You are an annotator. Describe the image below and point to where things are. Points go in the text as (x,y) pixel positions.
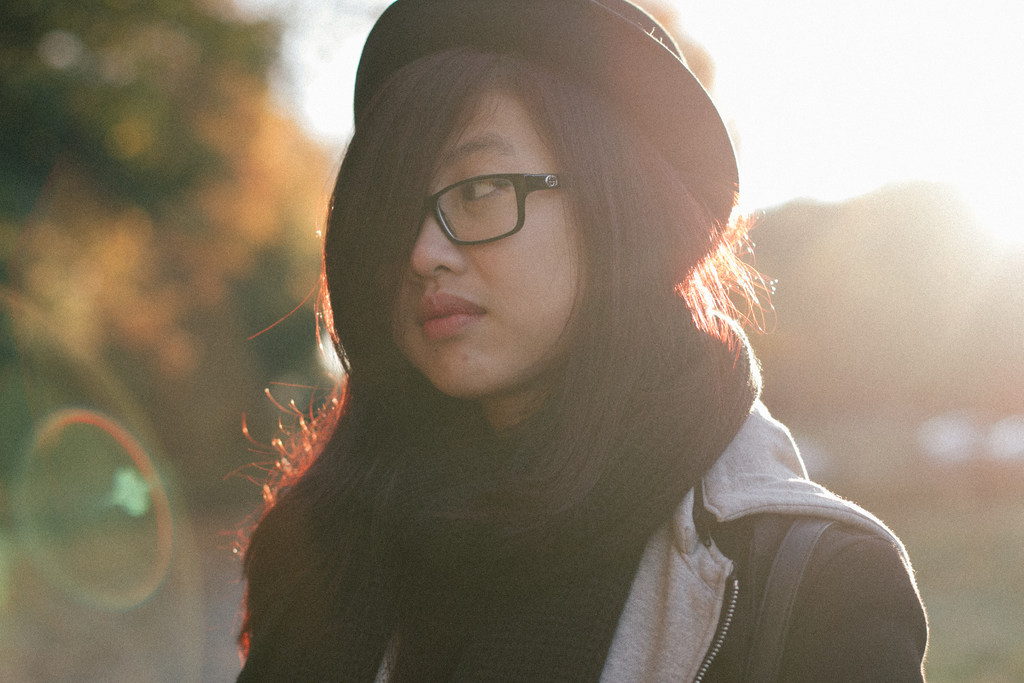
This picture is clicked outside. In the foreground (477,518) there is a person (678,61) wearing a hat (614,13) and spectacles (491,229). In the background (848,88) we can see the sky (852,75) and the trees (272,231).
